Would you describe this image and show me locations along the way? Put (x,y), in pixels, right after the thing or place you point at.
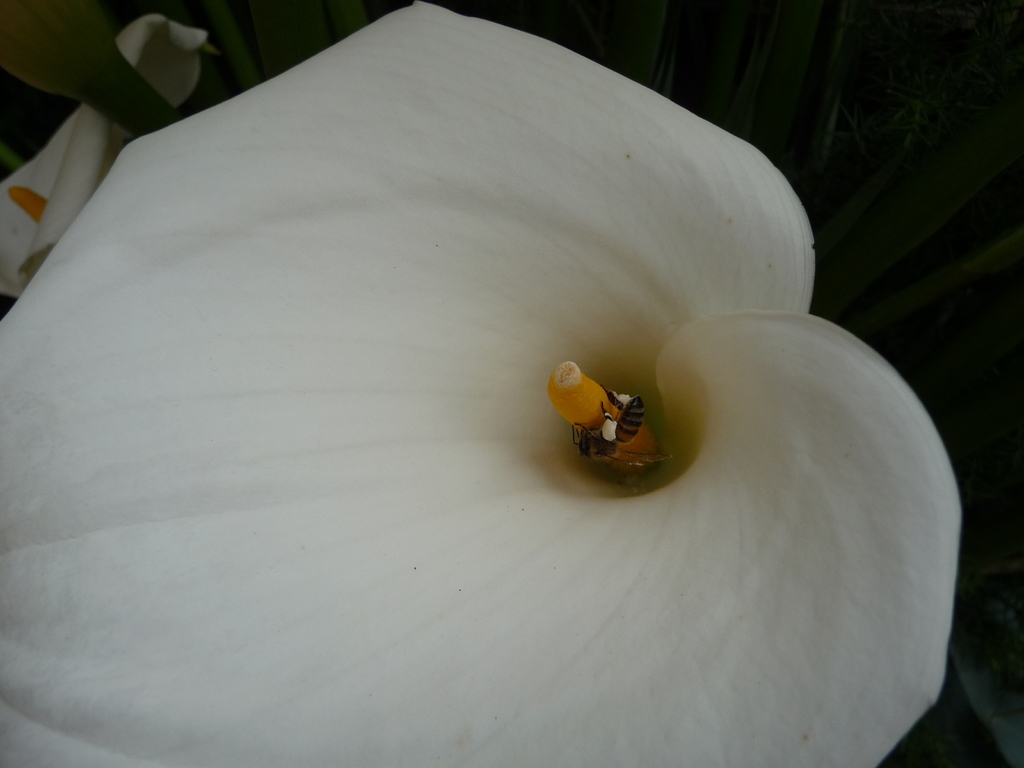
This picture contains a flower (396,475) in white color. Beside that, we see another flower (87,165) in white color. In the background (830,130), it is black in color.
